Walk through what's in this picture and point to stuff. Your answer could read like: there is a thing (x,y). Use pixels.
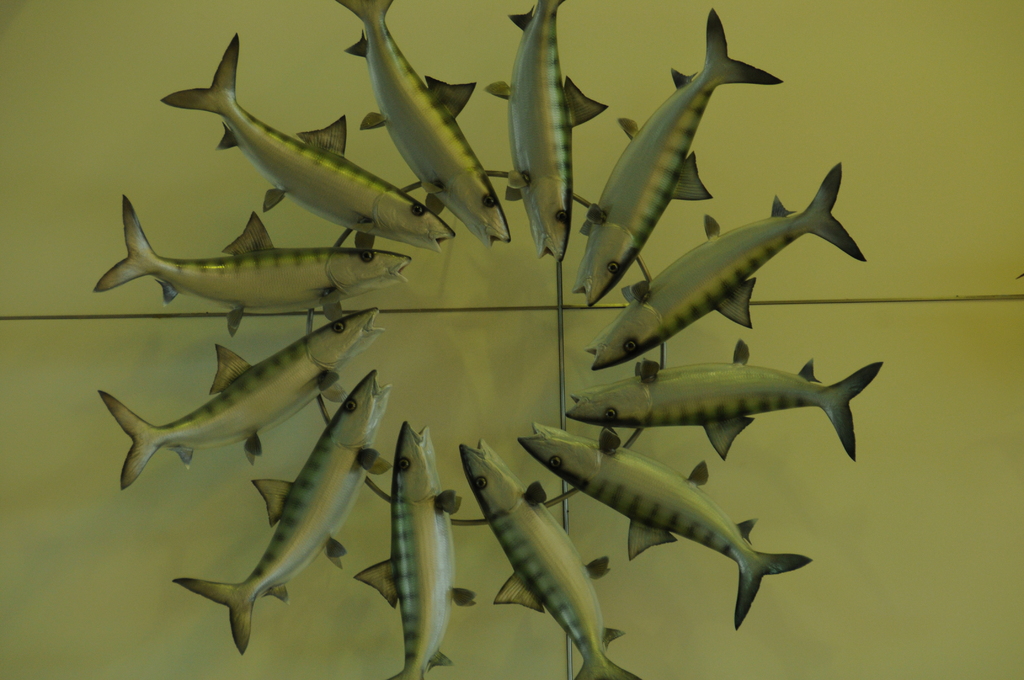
In this picture I can see there are few fishes (711,376) placed on a surface (824,662) and it has a tail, fins (258,246), eyes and a mouth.
